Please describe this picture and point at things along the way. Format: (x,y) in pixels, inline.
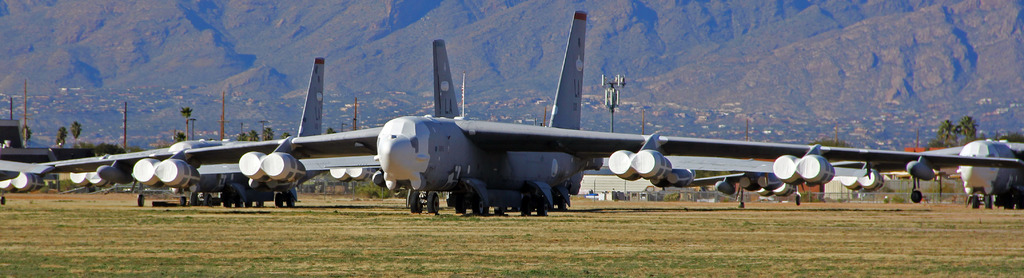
In this image I can see an open grass ground (152,200) and on it I can see number of aircraft (350,143). In the background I can see number of trees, number of poles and number of buildings (834,186). I can also see mountains (475,44) in the background (534,54).
